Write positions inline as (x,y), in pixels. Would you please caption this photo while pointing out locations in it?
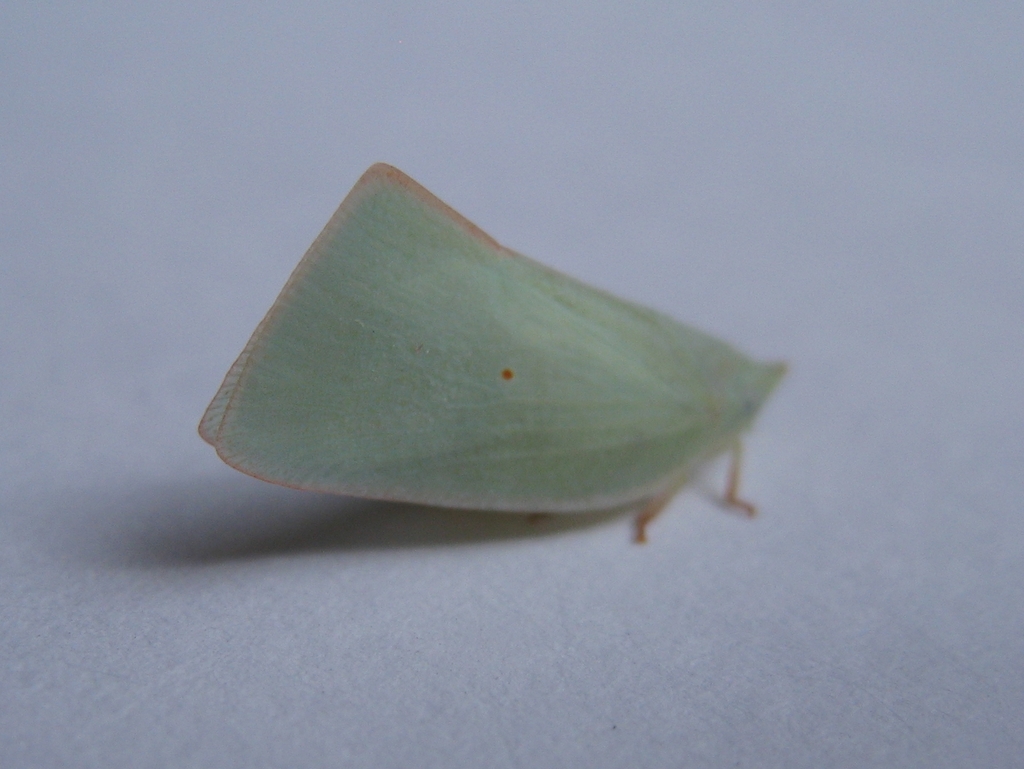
In this picture we can see a planthopper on the white surface (493,591).
